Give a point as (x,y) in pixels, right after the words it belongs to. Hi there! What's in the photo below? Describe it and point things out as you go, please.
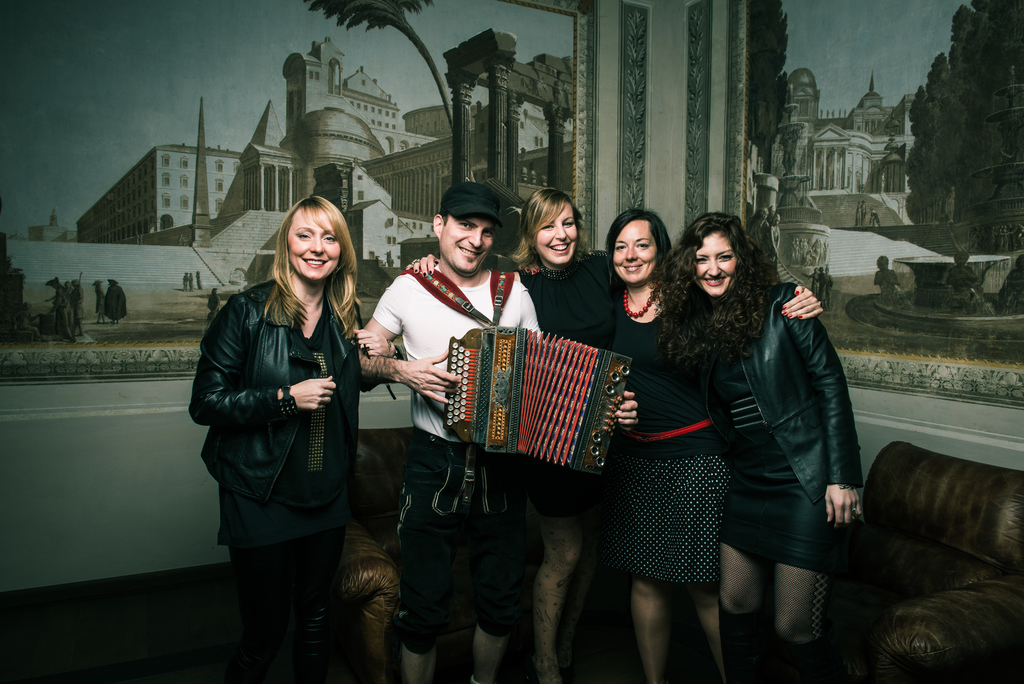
In this image I can see four women (695,324) wearing black dresses (615,335) and a man (416,329) wearing white t shirt (423,322), black short (460,532) and black cap (473,214) are standing. I can see the man (454,317) is holding a musical instrument (560,379) in his hand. In the background (93,423) I can see a couch (897,534), the white colored wall (129,474) and few paintings (115,281) in which I can see few buildings (394,130), few trees (963,109), few persons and the sky (108,156).
